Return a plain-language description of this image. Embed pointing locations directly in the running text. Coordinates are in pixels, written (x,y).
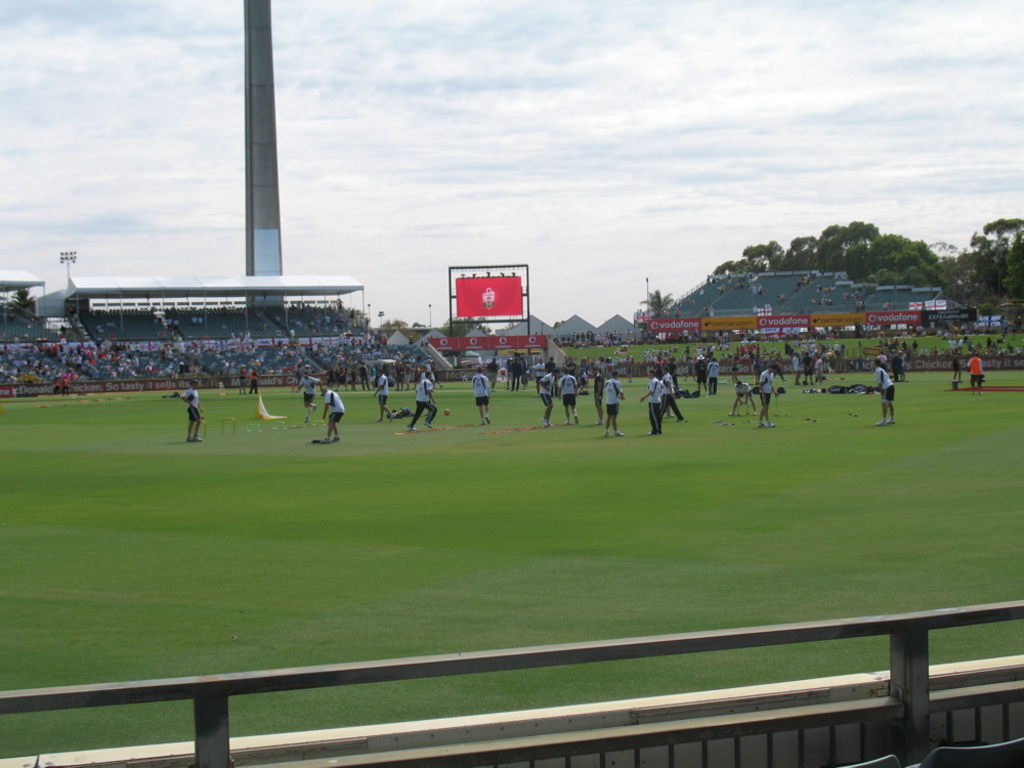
In this image, we can see people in the ground (398,475) and in the background (463,287) there is a hoarding (517,309), trees (852,276), some banners (828,322) and there is a crowd (295,347), we can see a tower (268,262). In the front (475,761), there is a fence (748,687).
